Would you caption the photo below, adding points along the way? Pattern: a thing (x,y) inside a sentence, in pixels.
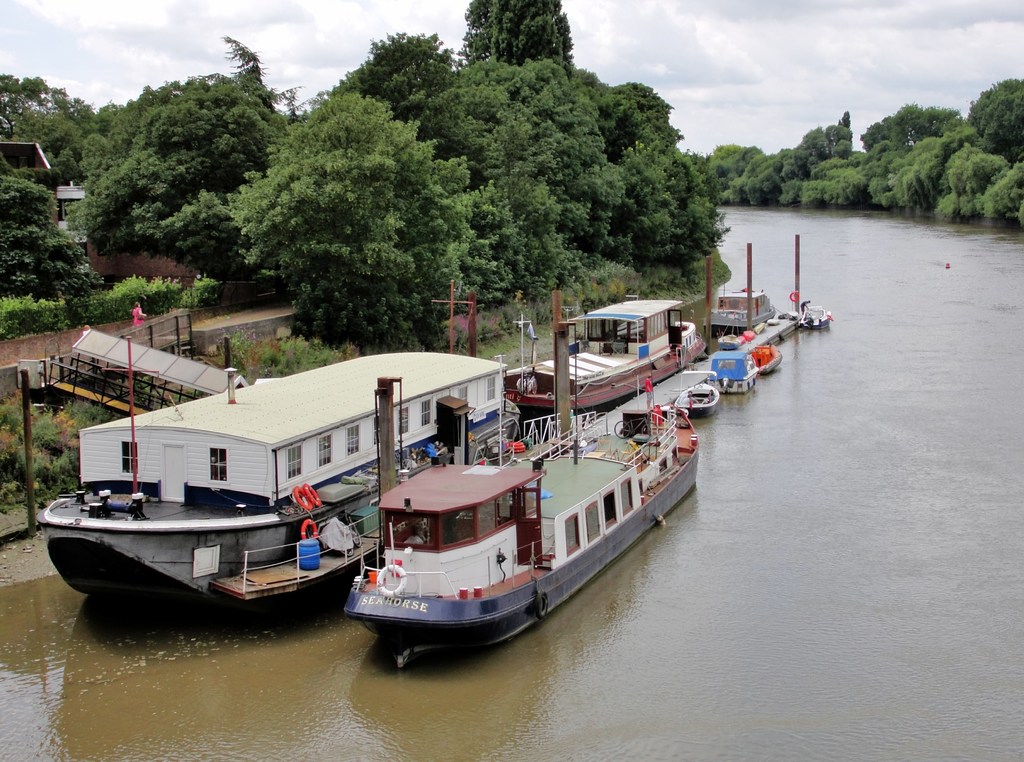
In this picture we can see few boats (590,451) on the water (752,536), in the background (75,215) we can see few trees (365,217) and a house (13,149).
